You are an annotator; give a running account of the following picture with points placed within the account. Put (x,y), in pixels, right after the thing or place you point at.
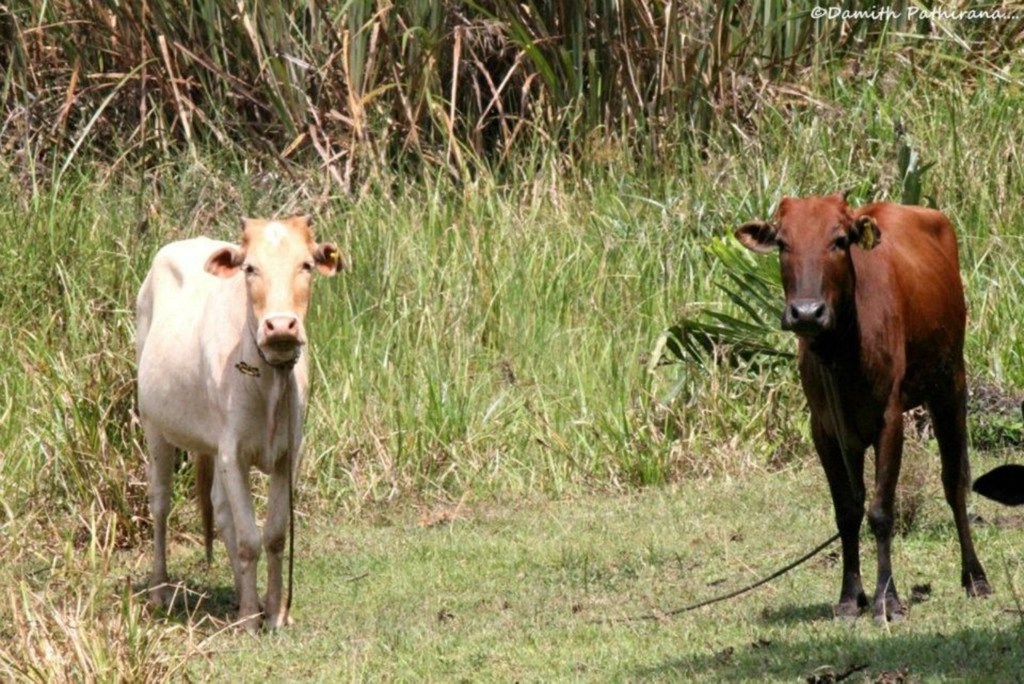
In this picture we can see two cows (287,444) standing on a grass (535,612) and in the background (420,89) we can see trees (315,87) and this are in white and brown color.
